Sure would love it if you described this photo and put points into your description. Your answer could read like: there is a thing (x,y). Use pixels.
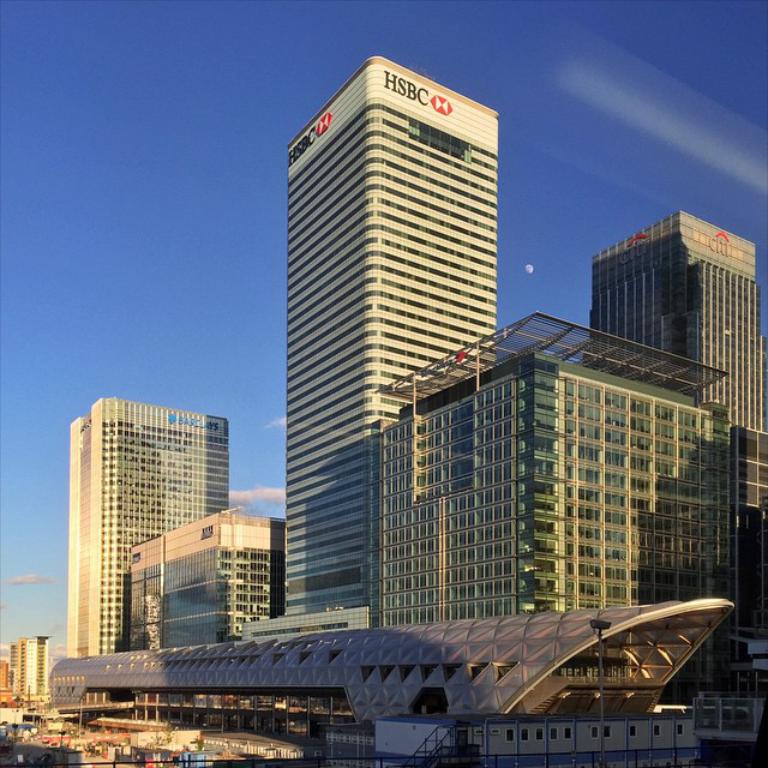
This image consists of buildings (314,512) and skyscrapers (434,140). At the bottom (318,638), there is a shed (286,657). At the top (85,181), there is a sky (139,234).
